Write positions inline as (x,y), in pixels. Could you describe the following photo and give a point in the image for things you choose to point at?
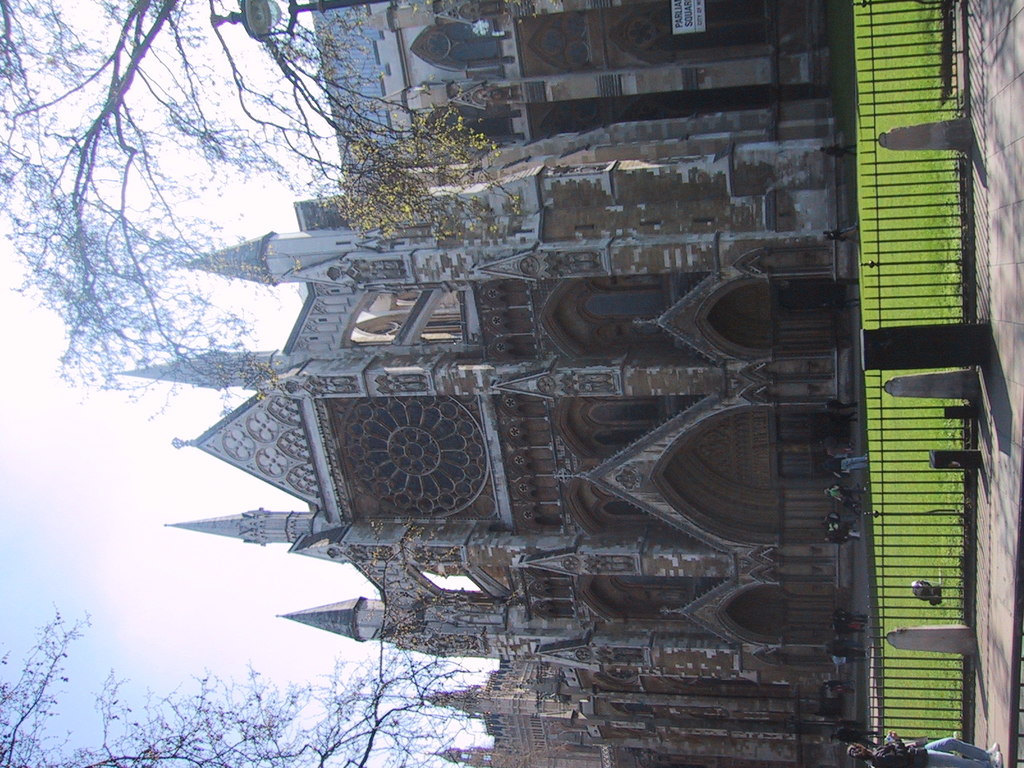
This image is in left direction. In this image there is a building (655,526). On the right side (971,450) there is a road (980,646) and also there is a fencing (882,422). There are few people (838,533) on the ground (852,545). On the left side (117,333), I can see the sky (87,492) and trees (62,205).
